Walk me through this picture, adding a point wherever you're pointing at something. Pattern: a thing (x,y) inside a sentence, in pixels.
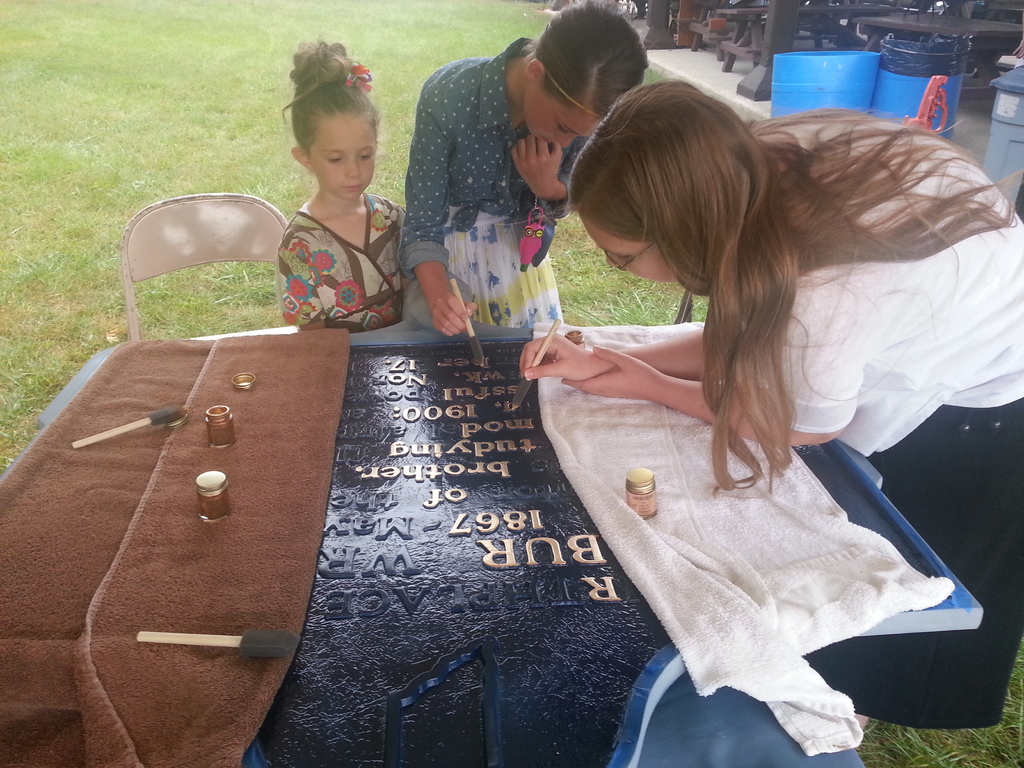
In this picture we can see women (785,270) standing near to the table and painting (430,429). This is a white colour towel (704,538). These are painting bottles (223,505). These are brushes (246,645). This is a grass (139,77). This is a chair (173,235). On the background (874,81) we can see drums (835,65) in blue colour.
